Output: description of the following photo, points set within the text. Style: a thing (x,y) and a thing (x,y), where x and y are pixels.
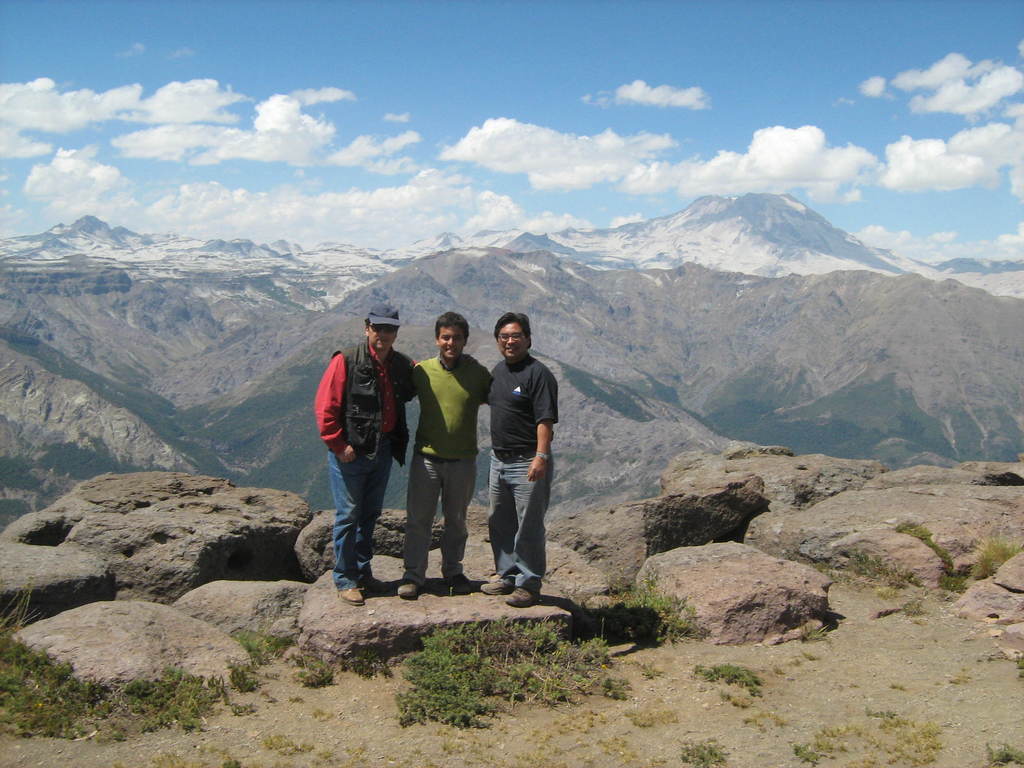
In this picture we can see three men (457,448) standing on a rock (469,549), plants (485,635), mountains (684,351) and in the background (453,80) we can see the sky (567,69) with clouds (281,114).
